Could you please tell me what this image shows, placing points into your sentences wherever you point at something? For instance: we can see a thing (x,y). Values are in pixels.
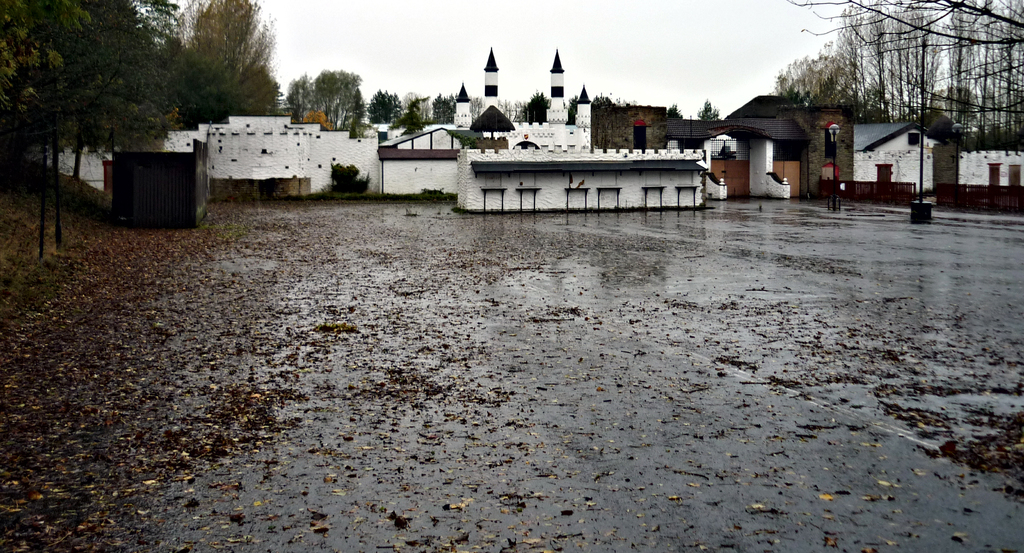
In the image we can see there are buildings (486,151) and trees (325,99) and the ground (252,256) is covered with dry leaves (14,376).
